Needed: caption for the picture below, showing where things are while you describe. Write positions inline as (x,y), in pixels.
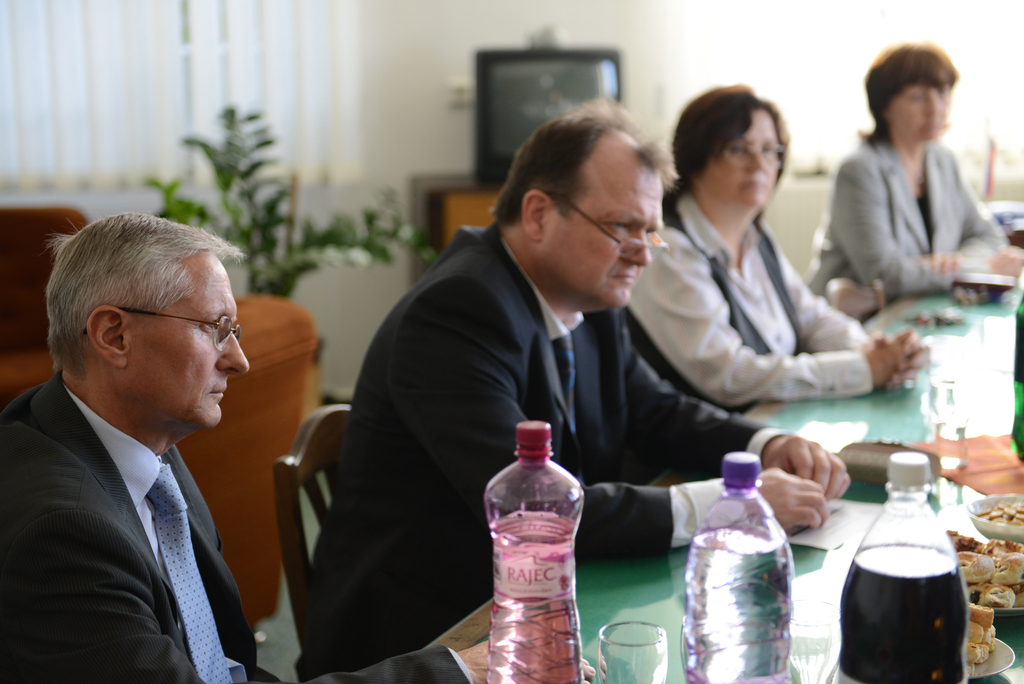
This picture describes about group of people (206,427) they are all seated on the chair (284,458), in front of them we can find couple of bottles (756,599), glasses (608,630), plates (987,665) and some food (991,547) on the table (964,347), in the background (288,211) we can see a plant (294,249) and television (528,123).
